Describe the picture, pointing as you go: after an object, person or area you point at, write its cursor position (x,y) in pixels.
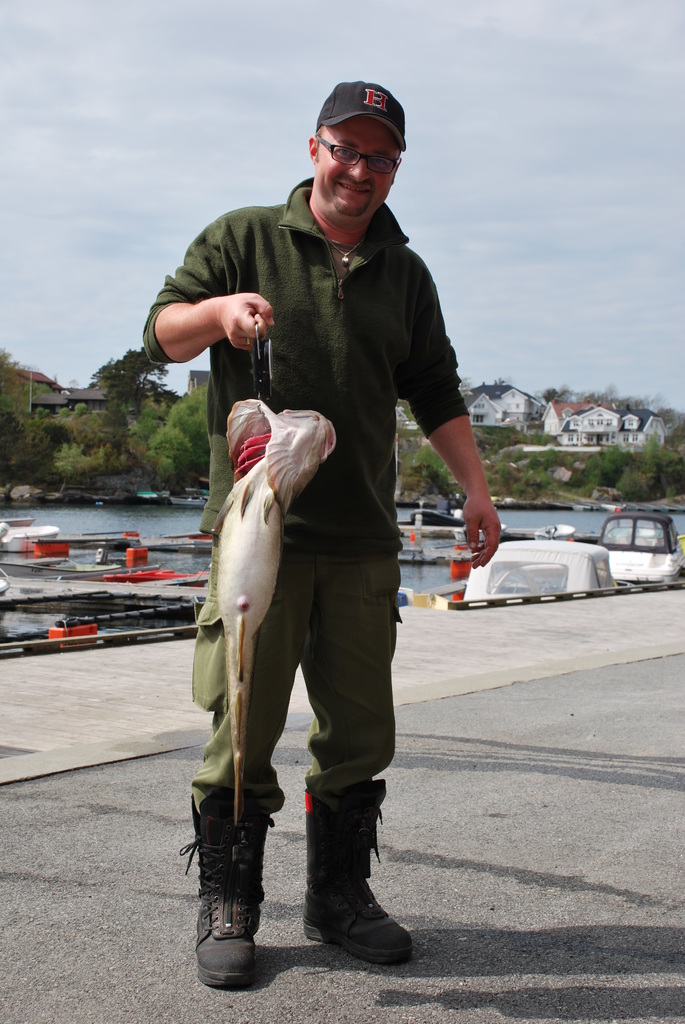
This picture is clicked outside. In the center (331,597) there is a man (338,253) wearing a green color t-shirt (336,298), smiling and holding a marine creature (257,503) and standing on the ground (227,1013). In the background (542,337) we can see the sky (577,215), houses (618,438), trees (136,435), water body (22,611) and some boats (660,535).
